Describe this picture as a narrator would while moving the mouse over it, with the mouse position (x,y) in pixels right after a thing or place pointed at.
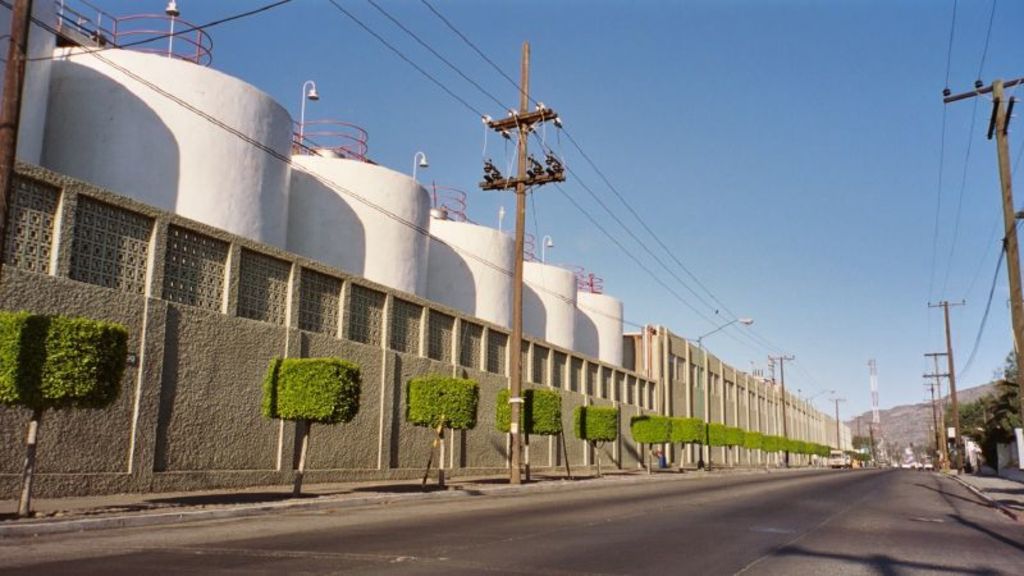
In this picture we can see a wall (574,371) on the left side (227,309), there are some bushes (341,411), poles (1010,191), wires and lights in the middle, on the right side (1010,421) there are some trees (969,405), we can see the sky (682,129) at the top of the picture (707,111).
